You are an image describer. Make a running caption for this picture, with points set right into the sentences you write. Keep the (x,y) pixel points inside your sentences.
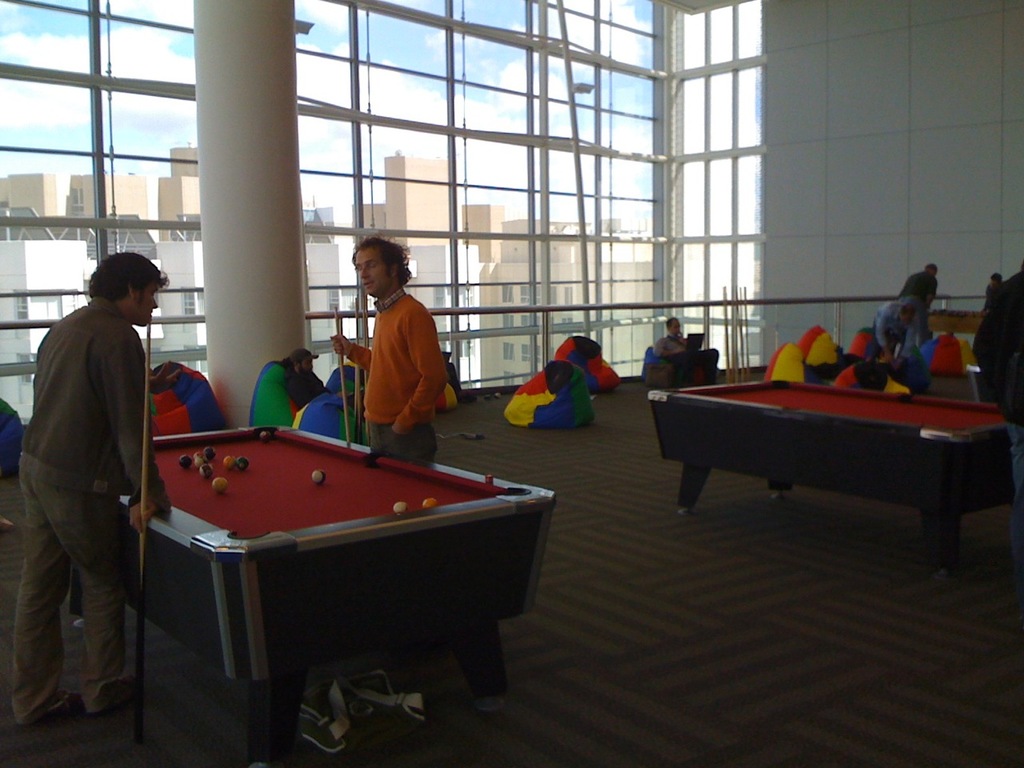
In this picture we can see persons (385,369) playing snookers. This is a floor (633,469). These are bean bags (553,373) and two men (703,353) are sitting on it. Through this glass (716,254) we can see huge building (440,225), sky (462,159) with clouds (498,149).
